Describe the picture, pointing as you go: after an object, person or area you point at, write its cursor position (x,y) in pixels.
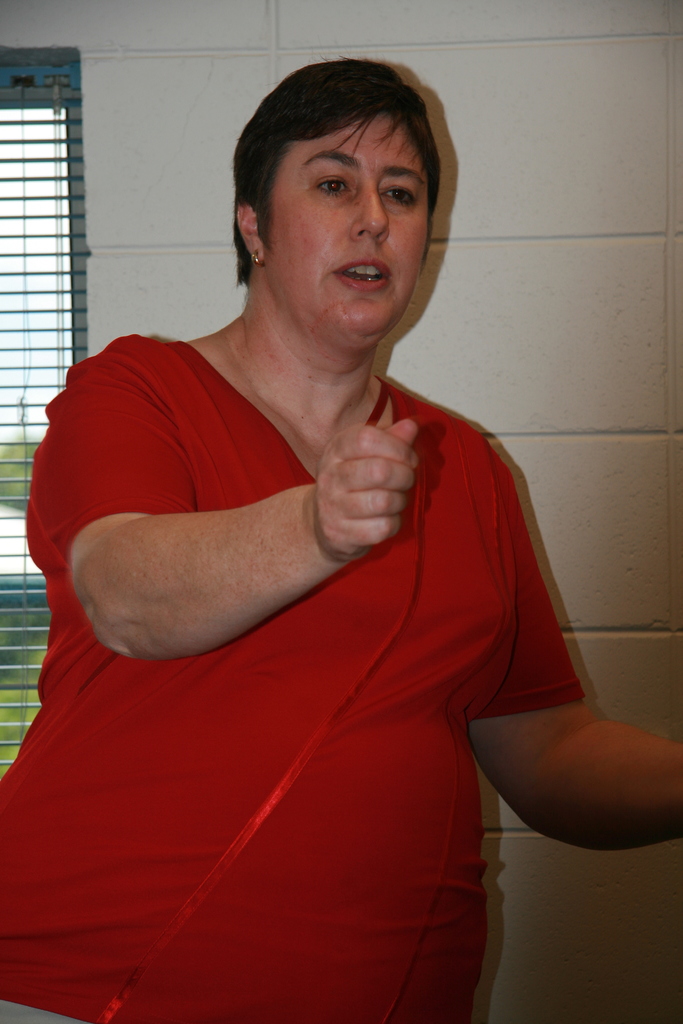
In the image we can see a person (271,756) wearing, red color T-shirt (236,767) and earring (263,258). Behind the person (233,378) there is a wall (140,197) and a window (41,339).
